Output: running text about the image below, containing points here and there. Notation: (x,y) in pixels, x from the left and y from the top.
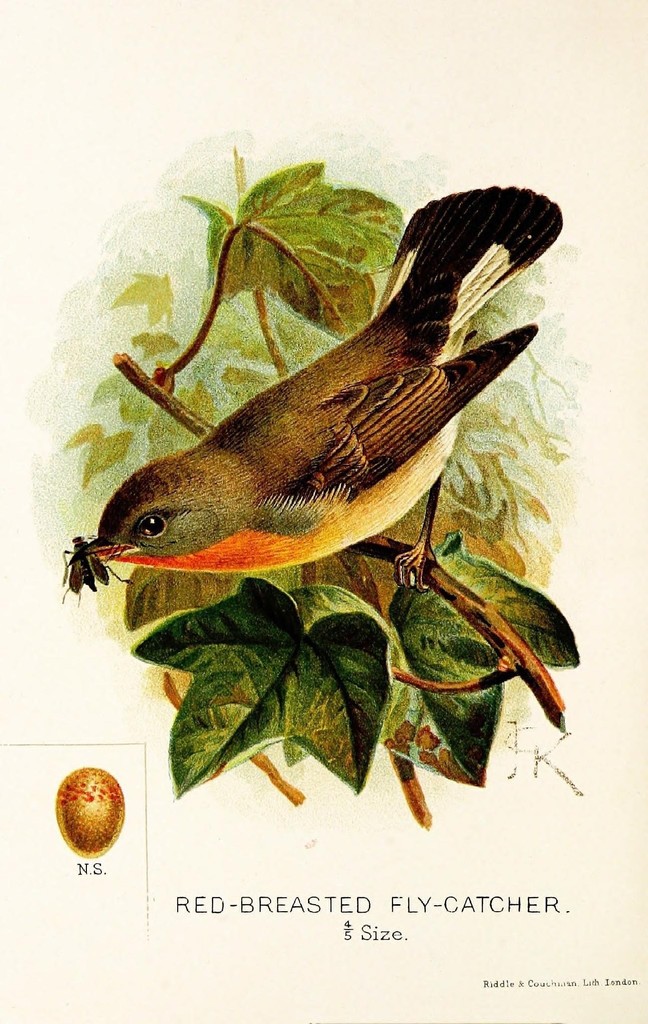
In this picture there is a painting (456,494) of a bird (434,491) on the tree (458,724) and there is a text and there is a logo (89,843).
